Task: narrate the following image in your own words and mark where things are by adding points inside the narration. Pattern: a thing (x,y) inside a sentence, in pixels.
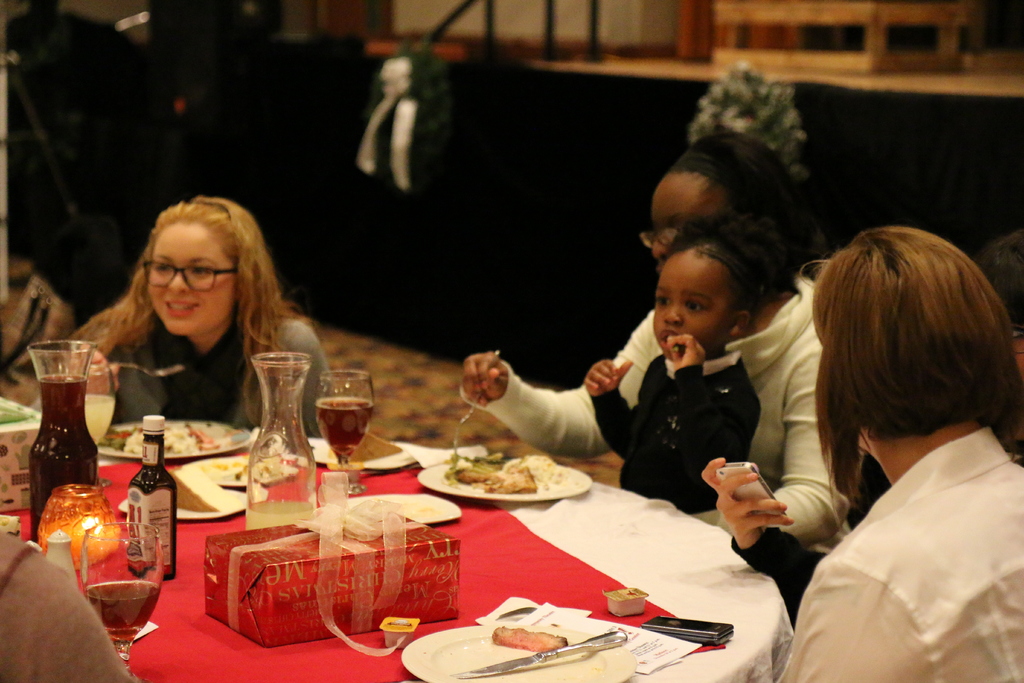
In the image there are people (508,421) who are sitting around a table (728,544). There is a gift box (290,530) placed on a table (531,534) there are bottles (299,392), glasses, plates (432,514), spoons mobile (667,631) and a box (15,462) which is placed on a table (498,578).
